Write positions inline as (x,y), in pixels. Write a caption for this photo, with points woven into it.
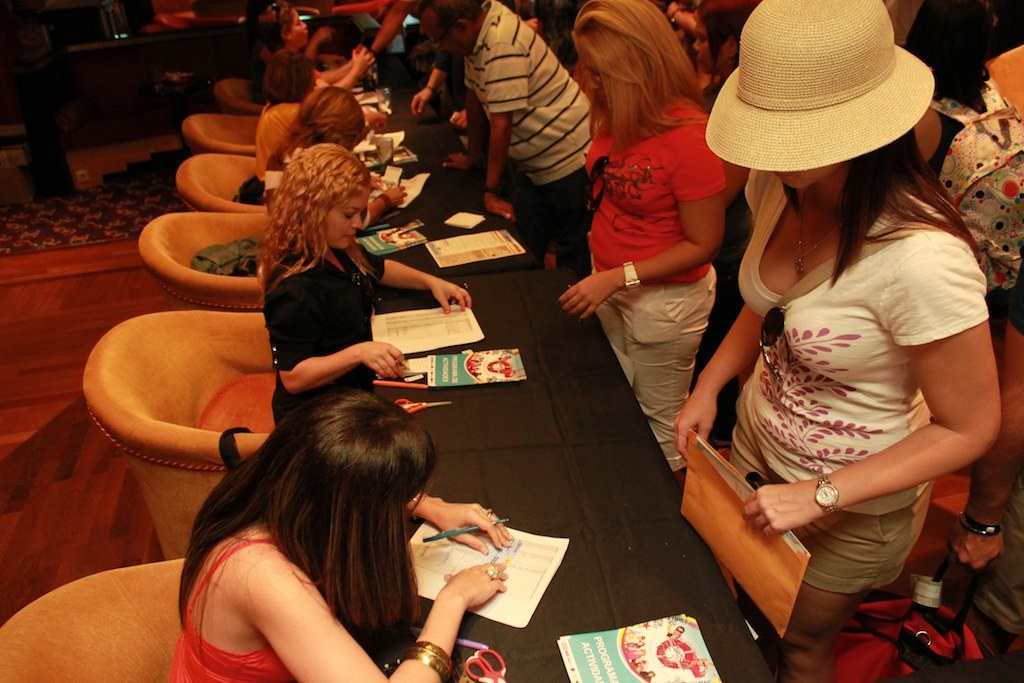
In the middle (584,441), there is a black color table (558,337), On that table (530,487) there are some books (653,674) and there are some people (321,383) sitting on the chairs (221,202), And there are some peoples (801,315) standing and in the background (192,67) there is a brown color table (122,96).
